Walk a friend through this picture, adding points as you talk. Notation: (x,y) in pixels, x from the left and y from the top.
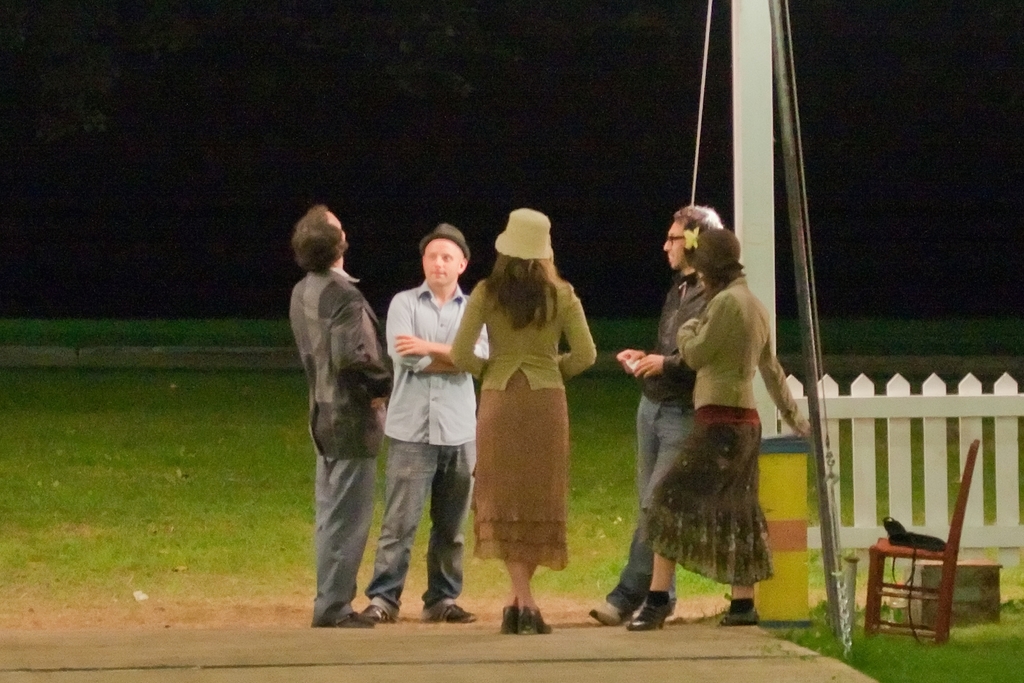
This picture is clicked outside. In the center (539,331) we can see the group of person (392,449) standing on the ground (578,504). On the right (893,543) there is an object (913,534) placed on the wooden chair (876,573) and we can see a metal rod (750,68), rope (705,29) and a white color fence (931,429). In the background (171,160) we can see the trees (561,44) and the green grass (182,443).
